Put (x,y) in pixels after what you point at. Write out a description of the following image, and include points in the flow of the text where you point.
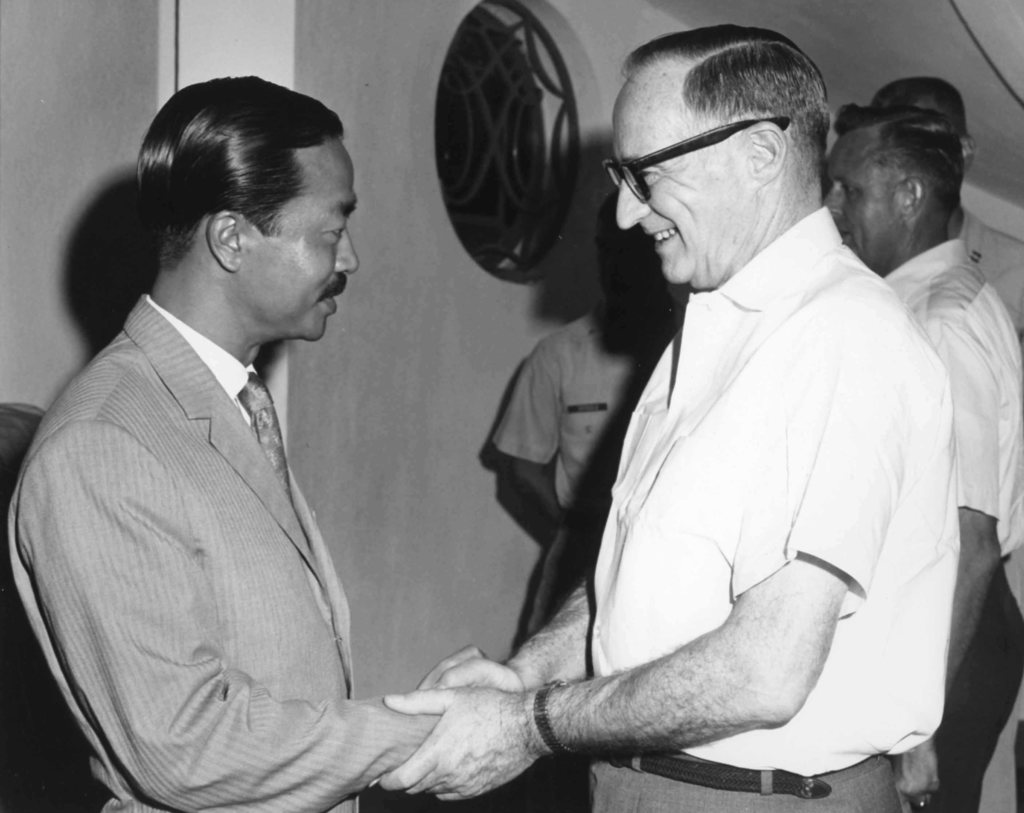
This is a black and white image. We can see a group of people (648,482) standing. Behind the people (247,682), there is a wall (353,342) and an object (456,154).
